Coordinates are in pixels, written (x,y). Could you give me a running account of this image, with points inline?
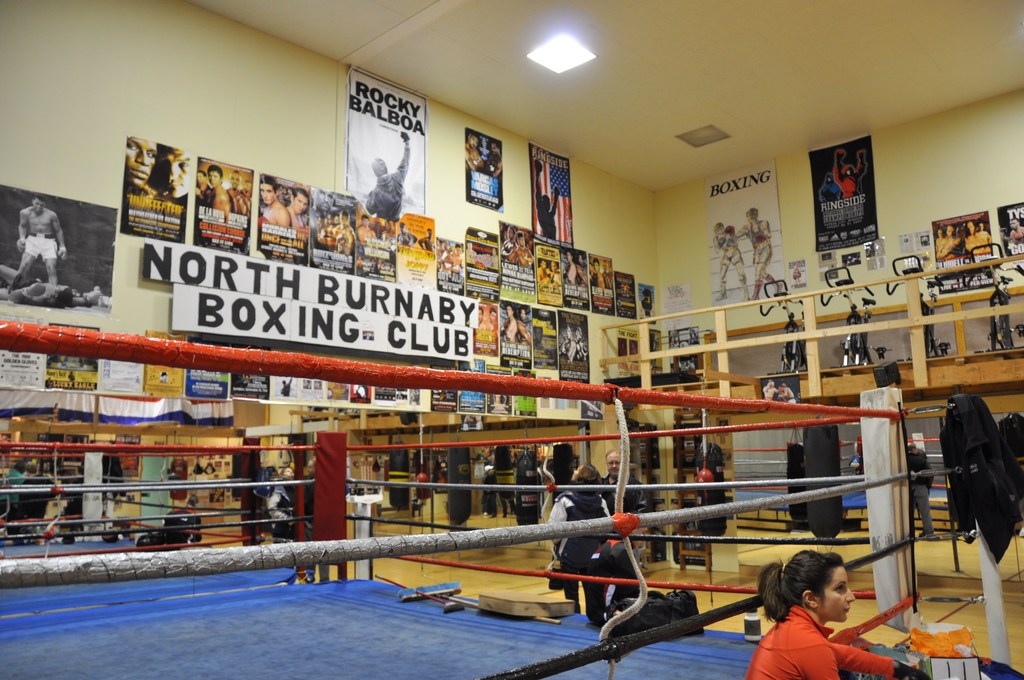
In this picture I can see the boxing rings (33,615) in front (540,470) and I can see few people (588,470). I can see number of posters (287,262) and pictures (757,282) on the walls (253,210) and on the top of this picture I can see the lights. I can see a board (442,354) in the middle of this picture (424,322) and I see something is written on it.
